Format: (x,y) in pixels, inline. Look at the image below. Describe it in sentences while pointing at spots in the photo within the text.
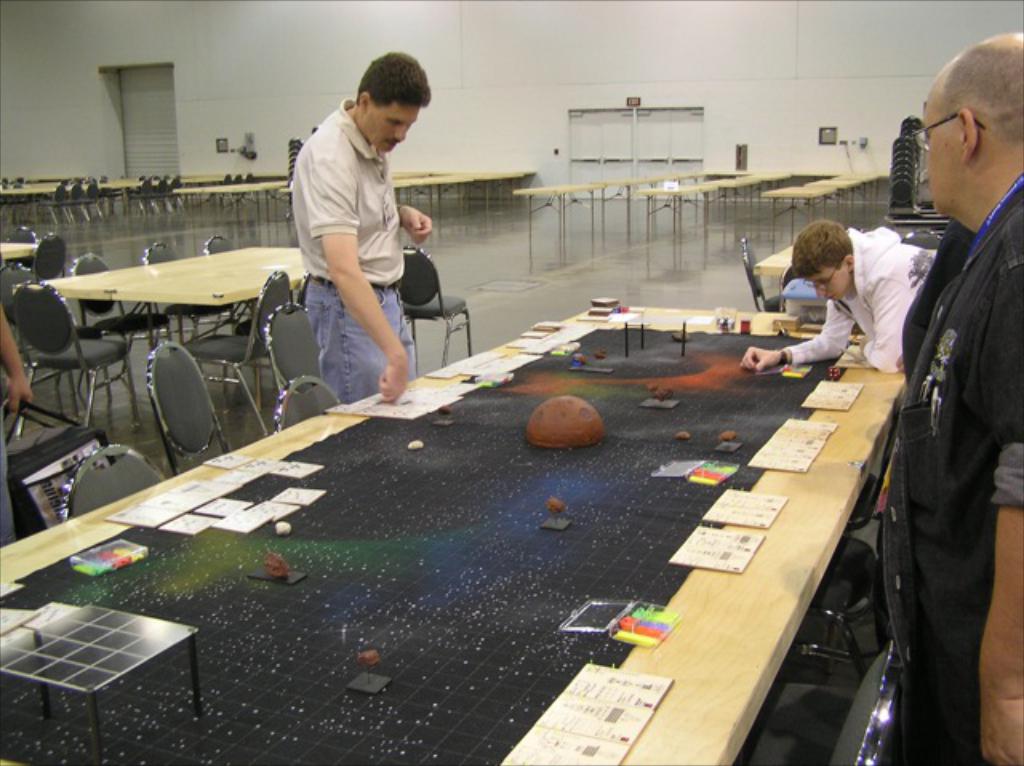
In this picture we can see three men (954,426) standing and playing on table (618,522) with cards (570,747), boxes (703,471) on it and in background (522,131) we can see wall (625,103), door (647,135), tables (93,294), chair (113,309), shutter (137,95).
